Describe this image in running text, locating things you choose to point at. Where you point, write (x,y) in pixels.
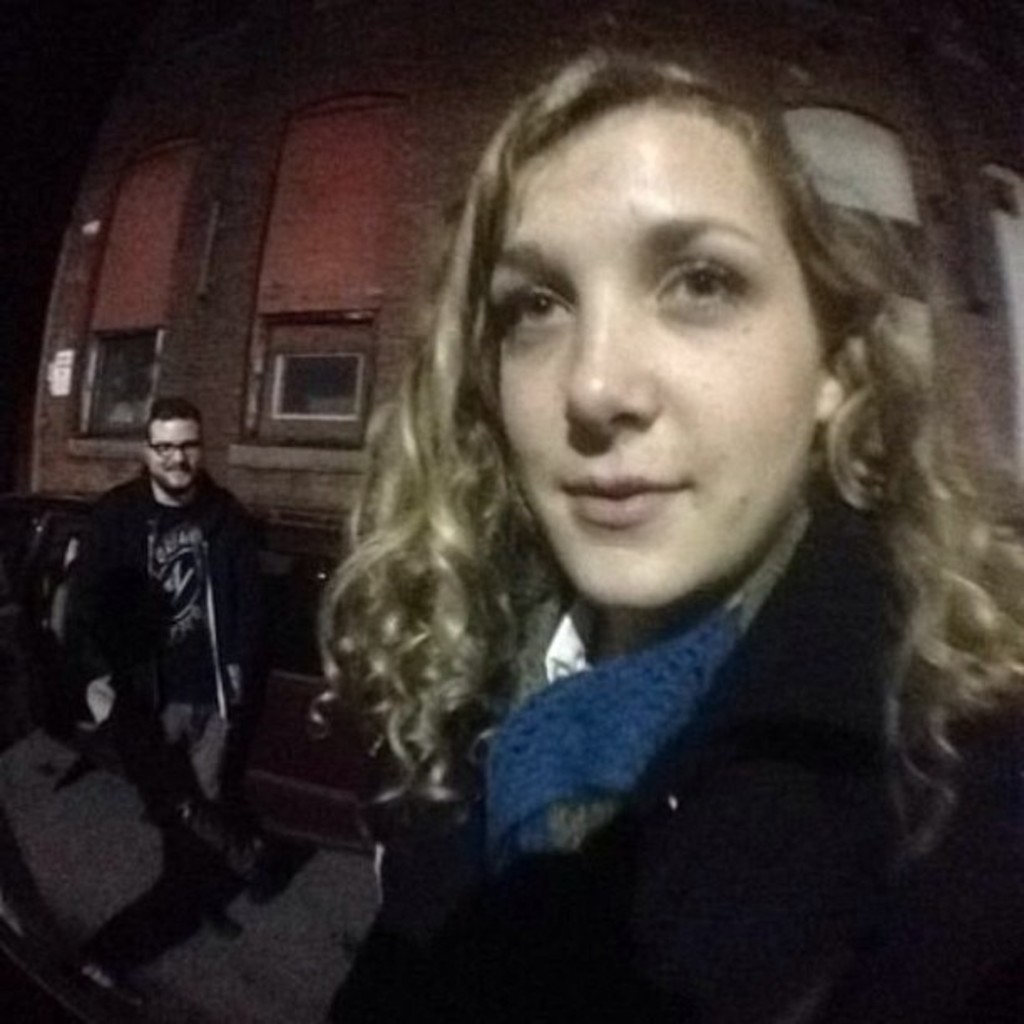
In this image I can see there are two persons (731,391) and I can see a vehicle (309,683) visible in the middle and I can see the building (258,275) and this picture is taken during night.
